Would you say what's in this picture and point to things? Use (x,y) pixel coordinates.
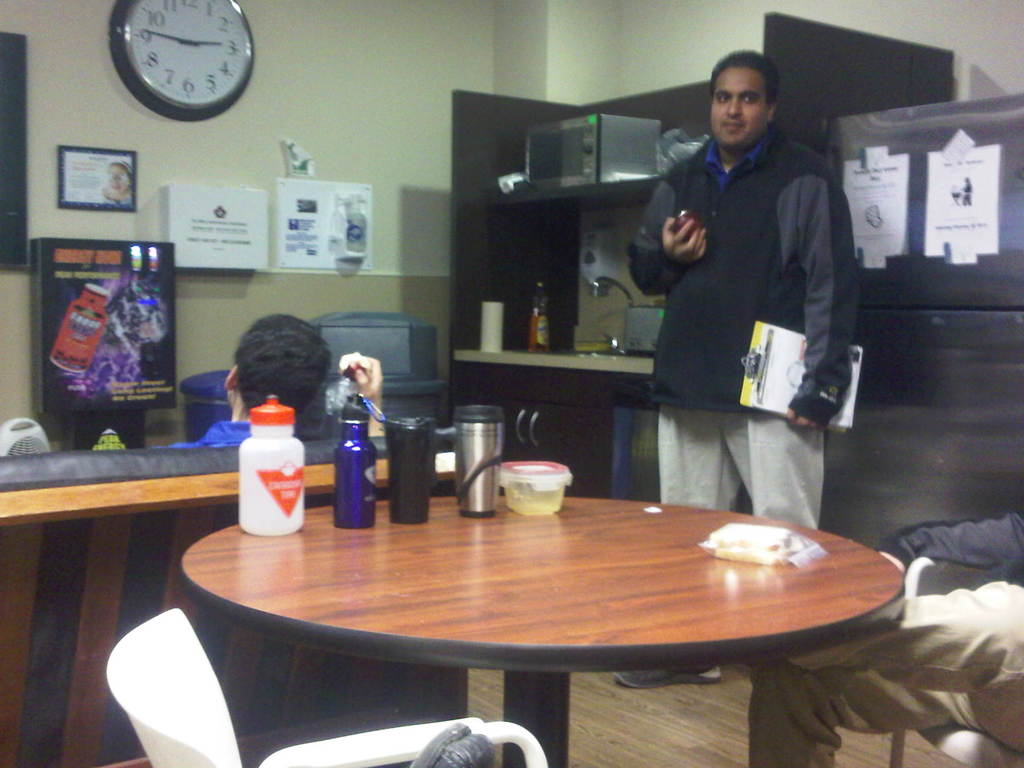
In this image there is a man (726,255) standing, another group of people (795,749) sitting in chair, and on table (279,565) there are bottles (475,450), box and in back ground (76,152) there is clock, frame (78,158), hoarding (242,232) attached to wall (44,124), microwave oven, bottle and some objects (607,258) assembled in the rack (481,327).
